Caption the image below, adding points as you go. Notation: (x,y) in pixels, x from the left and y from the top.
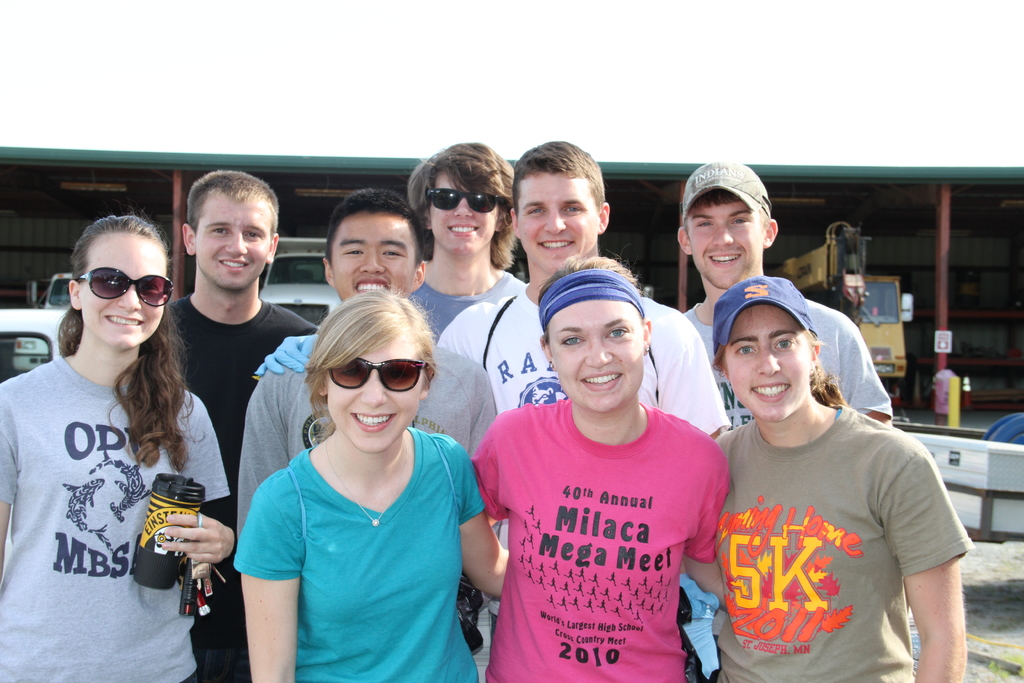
In the center of the image (381,236) we can see some people (512,334) are standing and smiling and some of them are wearing goggles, caps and a lady (139,623) is holding a bottle (154,556). In the background of the image (780,265) we can see a shed (1008,221), poles (686,272), vehicles (888,357). In the bottom right corner (1005,624) we can see the ground (1000,641).
